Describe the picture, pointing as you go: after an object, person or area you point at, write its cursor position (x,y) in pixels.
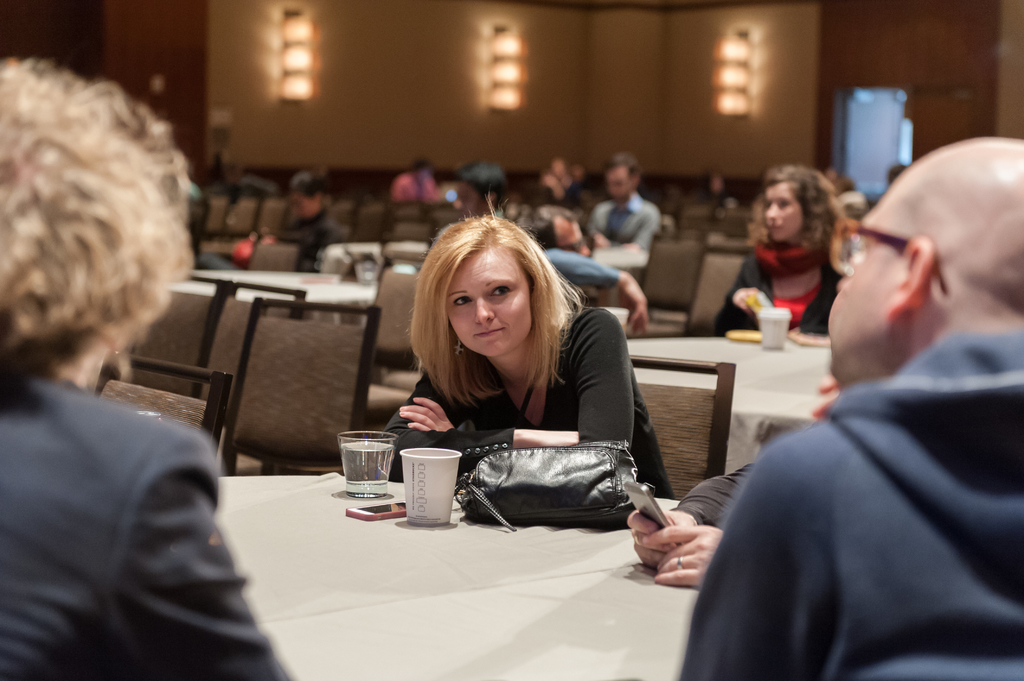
In this image we can see people (586,307) sitting. There are tables (497,535) and chairs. We can see glasses (428,483), handbag (466,488), mobile (352,511) and some objects (340,253) placed on the tables (532,628). In the background (395,91) there is a wall (381,59) and we can see lights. On the right (886,168) there is a door (871,164).
